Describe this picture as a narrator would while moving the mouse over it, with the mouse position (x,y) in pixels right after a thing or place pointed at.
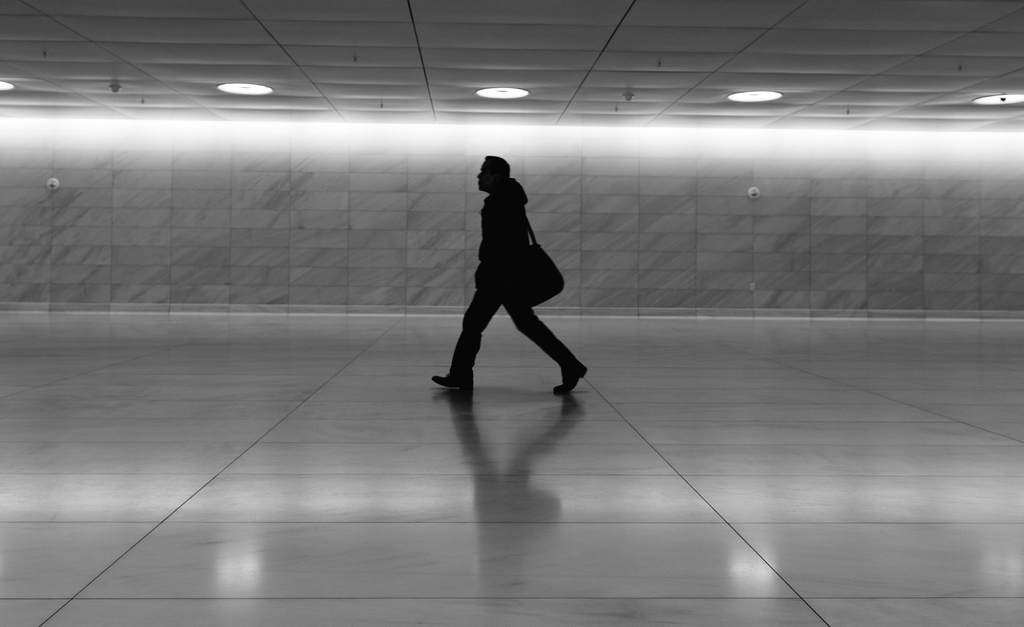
In the center of the image (537,332) we can see a man (498,190) walking. He is wearing a bag (534,285). In the background (351,216) there is a wall (336,173). At the top (253,91) there are lights (238,92).
